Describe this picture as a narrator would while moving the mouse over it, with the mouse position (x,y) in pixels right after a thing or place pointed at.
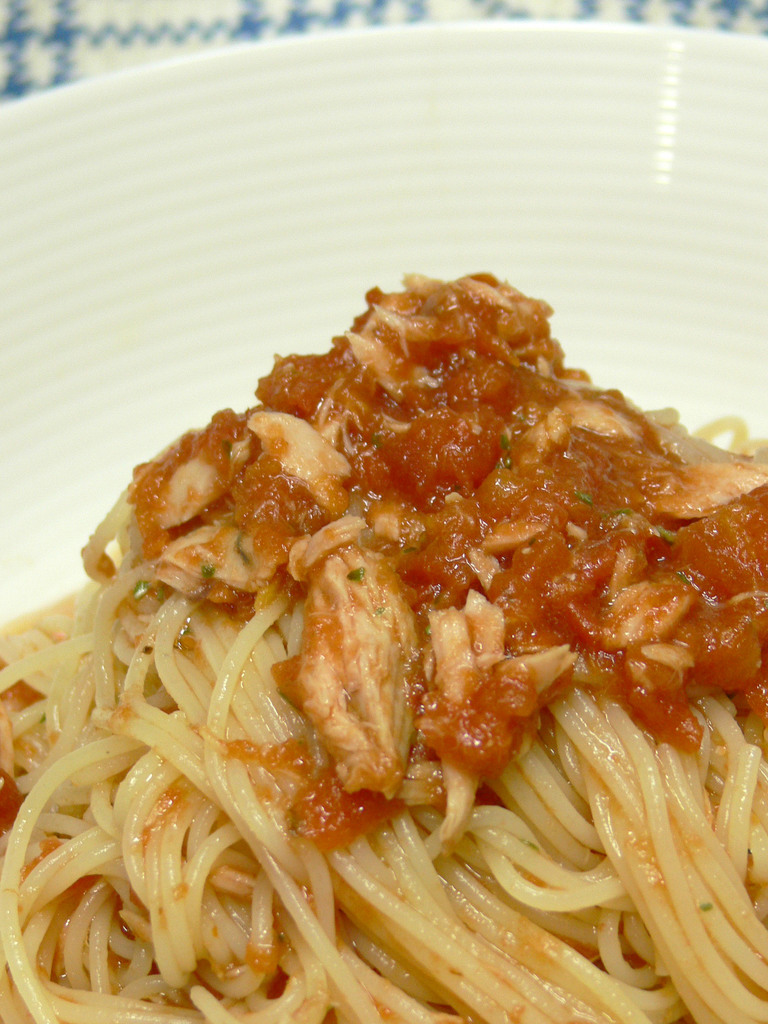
In this picture we can see noodles (564,850) and other food stuff (477,568) in a bowl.
